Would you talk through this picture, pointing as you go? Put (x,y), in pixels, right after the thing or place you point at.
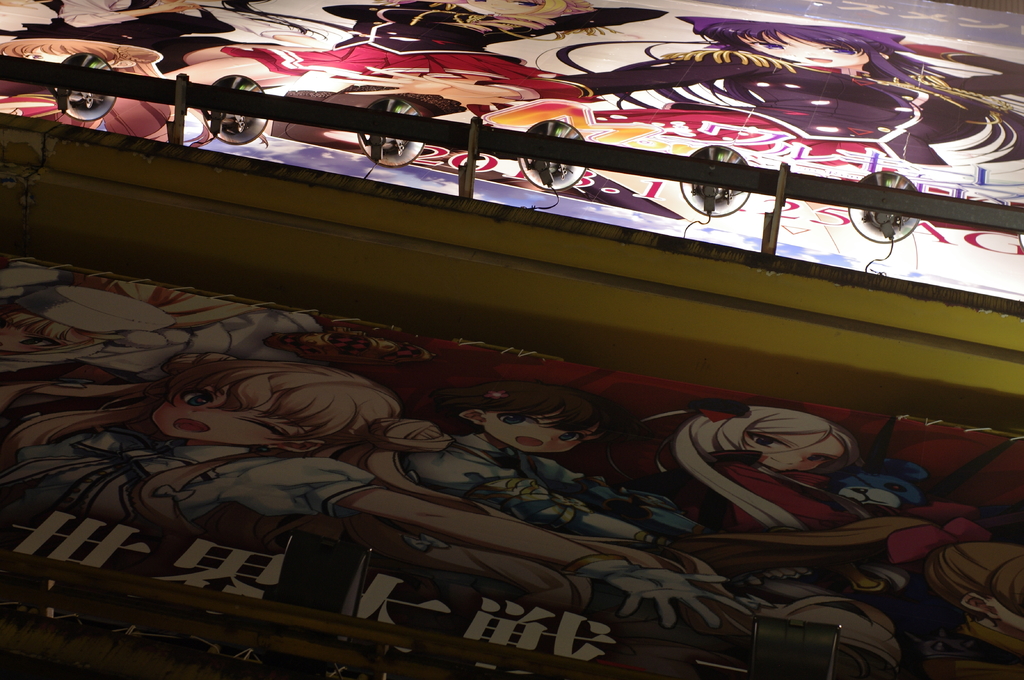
In this image we can see the paintings (344,394) of cartoon (216,410).
